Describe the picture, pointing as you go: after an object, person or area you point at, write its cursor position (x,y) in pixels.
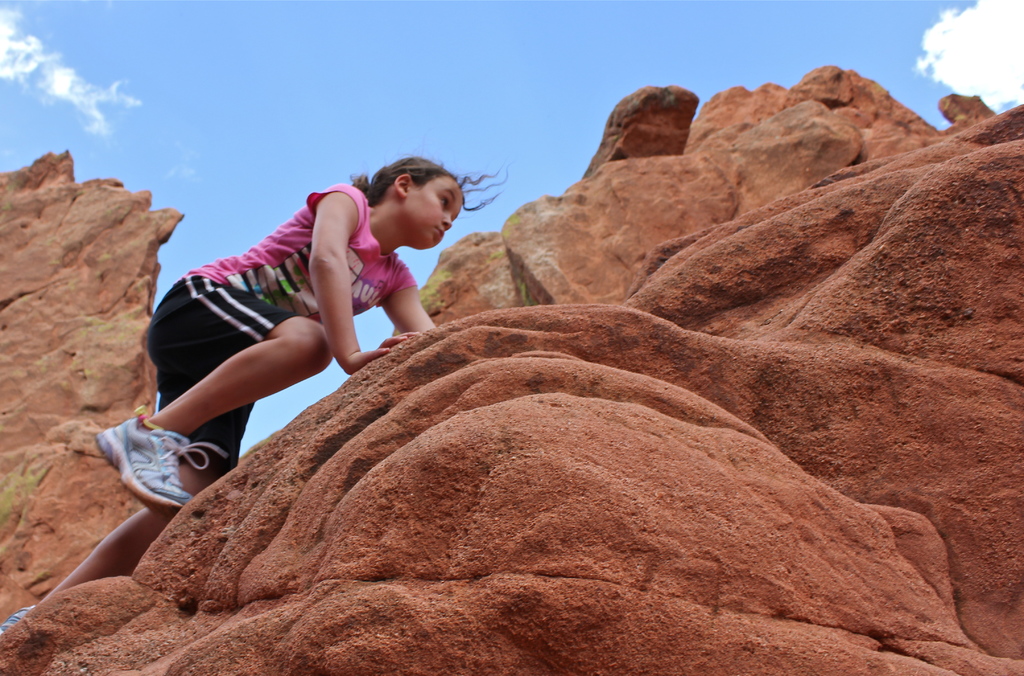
In the image there are brown color rocks (387,399). On the rocks (311,487) there is a girl (290,312) with pink t-shirt (255,265), black short (189,324) and with white shoes (149,492) is climbing the rocks (110,511). At the top of the image (180,189) there is a sky (228,128) with clouds (1019,54).
